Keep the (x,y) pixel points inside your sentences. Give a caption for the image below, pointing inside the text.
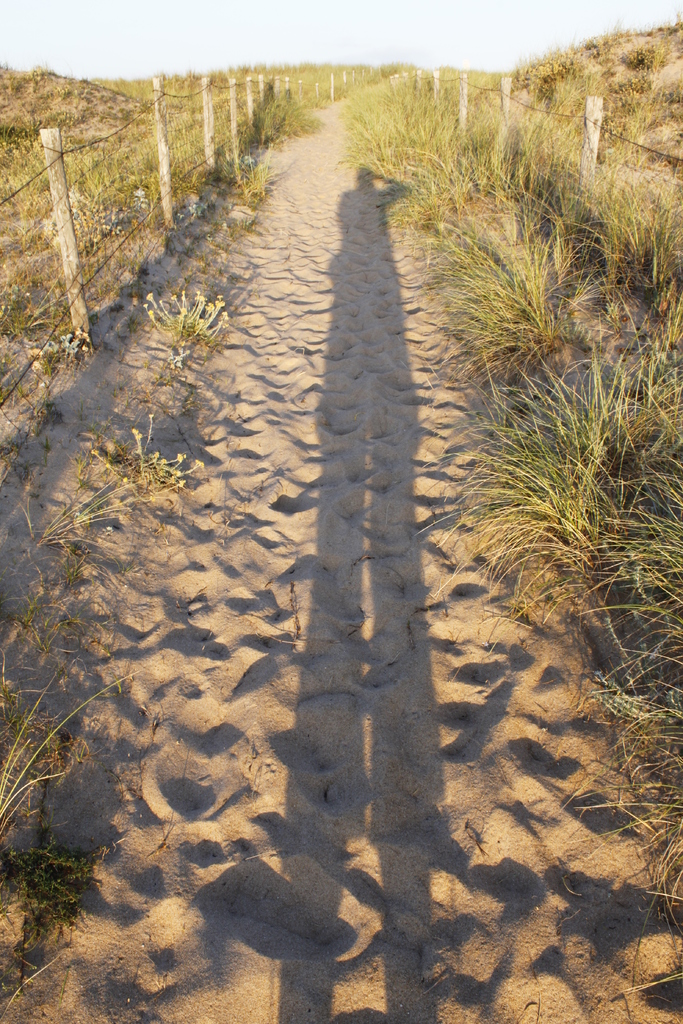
In this image there is sand (160,506) and some plants (595,578) and grass (473,169), and on the right side (476,130) and left side (131,179) there are some plants (100,209) and there is a fence (69,281) and pillars (507,109). And there is one person's shadow (335,497) is visible in the center (394,427), at the top (292,25) there is sky (223,32).
